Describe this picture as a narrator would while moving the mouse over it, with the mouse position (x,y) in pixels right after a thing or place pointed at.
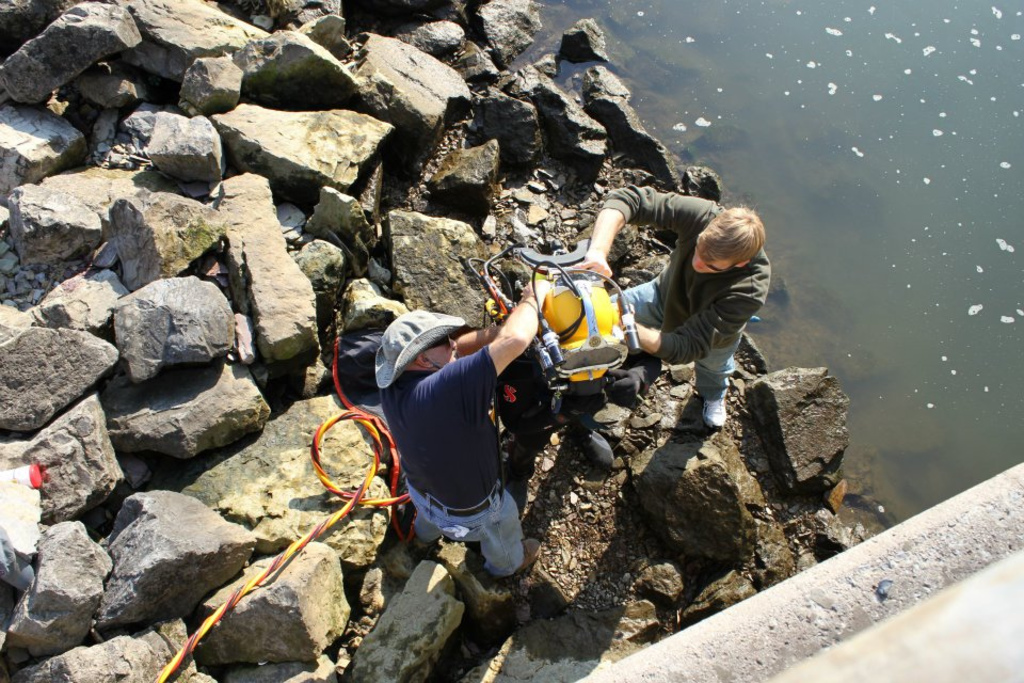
In this image two persons (445,471) are standing on the land (605,543) having few rocks (695,518). They are holding a machine (595,327) in their hands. Right side (973,59) there is water (869,236). Right bottom there is a wall (706,671).
